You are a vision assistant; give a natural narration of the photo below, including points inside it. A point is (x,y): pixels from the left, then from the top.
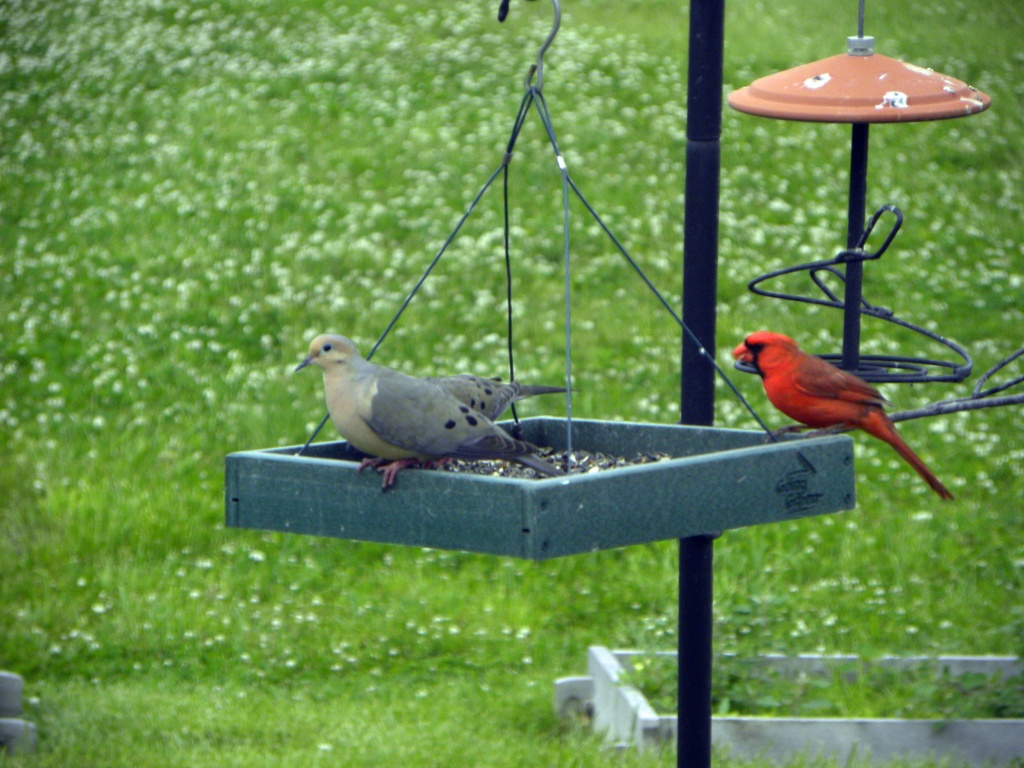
In the picture I can see two grey color birds (401,466) and a red color bird (810,431) is on the surface (705,499) which is hanged to the hook (559,7). In the background (759,149), I can see few more objects (841,63) hanged to the hooks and I can see the grass (824,221).
